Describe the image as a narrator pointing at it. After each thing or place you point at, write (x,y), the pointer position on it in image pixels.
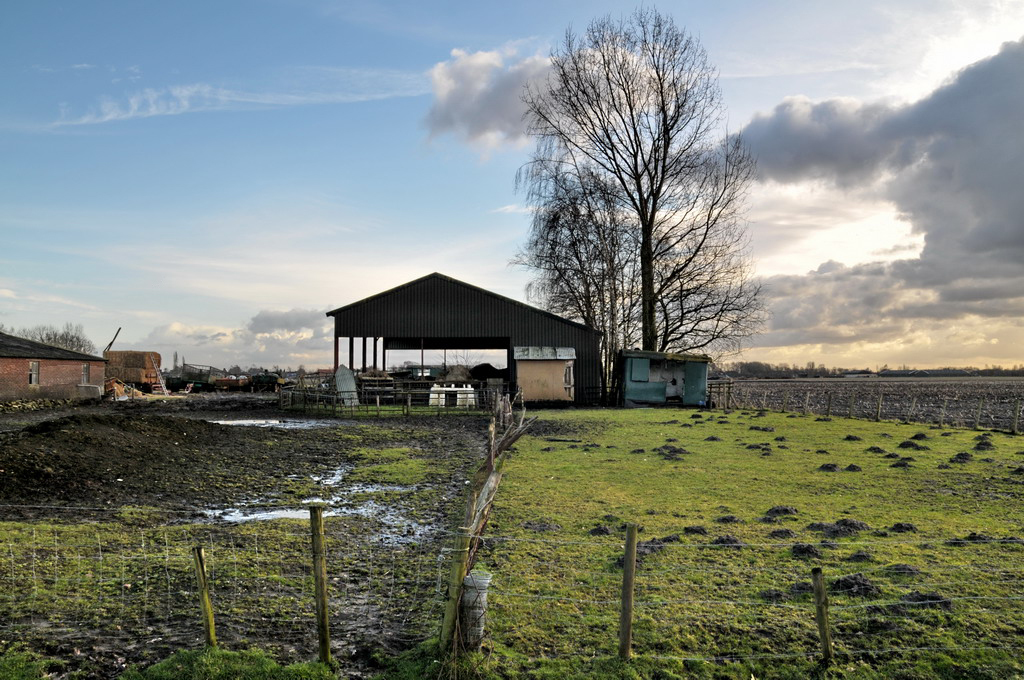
In this picture there is a boundary (593,607) at the bottom side of the image (532,550) and there is grassland (565,509) in the image, there is a shed (434,299) in the center of the image (377,328), there trees (711,322) beside it and there are houses (79,370) in the background area of the image (43,373).
